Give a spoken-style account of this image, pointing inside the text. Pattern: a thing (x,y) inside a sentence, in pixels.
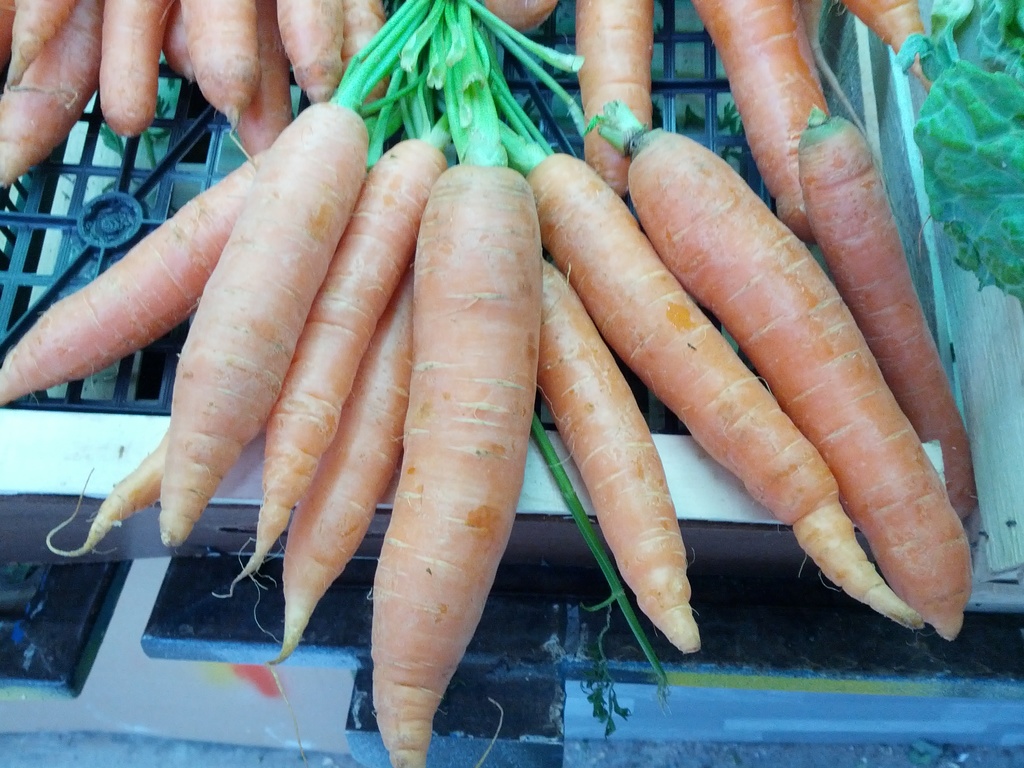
In this picture I can see many carrots (545,298) which are kept on the box (677,470). Beside that I can see some green leaf (992,271) which is kept on the wooden box (988,307).
